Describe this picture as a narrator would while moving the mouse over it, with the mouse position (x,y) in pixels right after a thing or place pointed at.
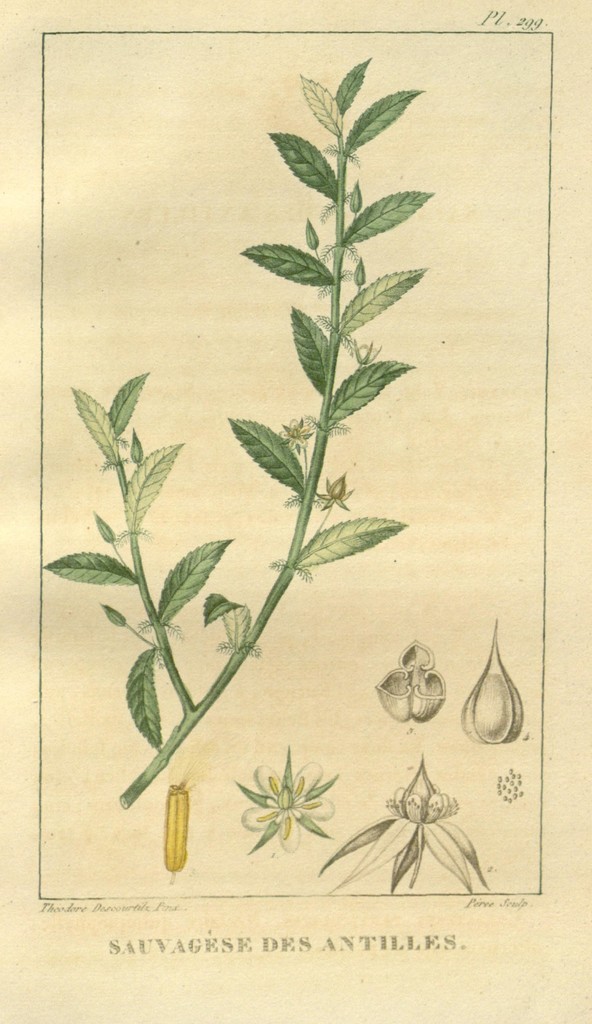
In this image I can see the plant (66,560) in green color and few parts of the plant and something is written on the paper (206,311).
